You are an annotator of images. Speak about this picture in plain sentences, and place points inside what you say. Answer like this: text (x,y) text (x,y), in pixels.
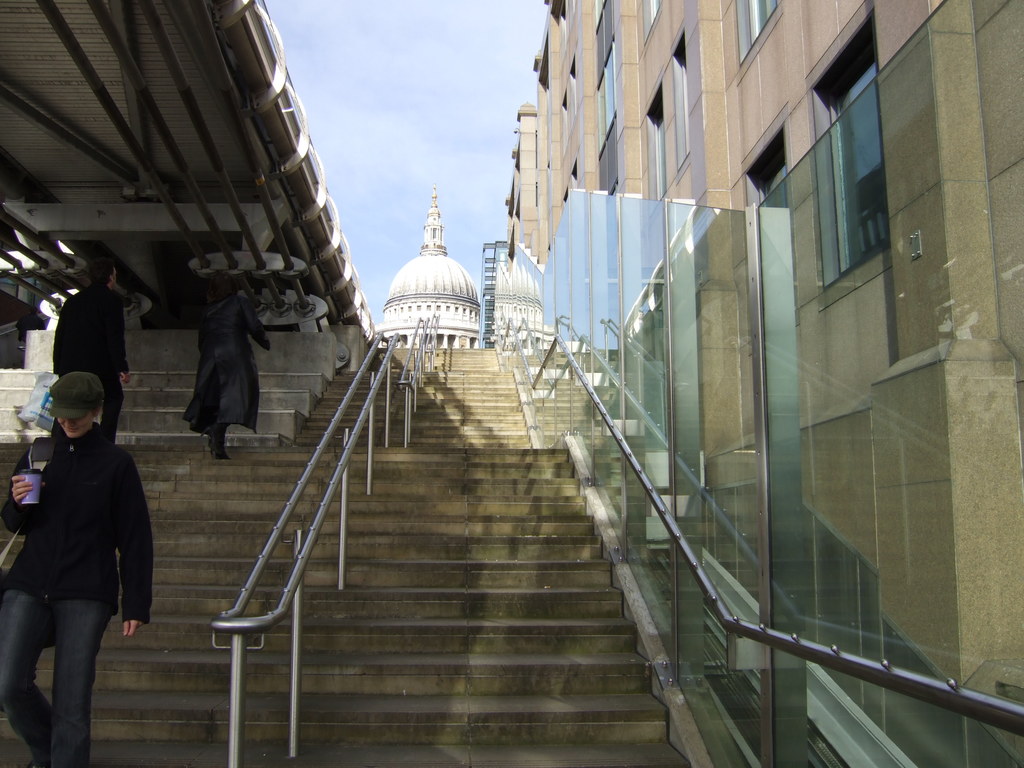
This image is taken outdoors. At the top of the image (395,111) there is the sky (424,88) with clouds (432,86). At the bottom of the image (444,537) there are many stairs (244,542). On the right side of the image (750,169) there is a building (687,76) with walls (875,284) and windows (752,184). There is a glass (758,592) with a railing (711,591). On the left side of the image (85,524) a few people (93,434) are walking on the stairs (152,448) and there is a roof (238,169) and there are a few iron bars (199,122). In the middle of the image (406,389) there is a railing (363,423) and there is an architecture (403,298).
